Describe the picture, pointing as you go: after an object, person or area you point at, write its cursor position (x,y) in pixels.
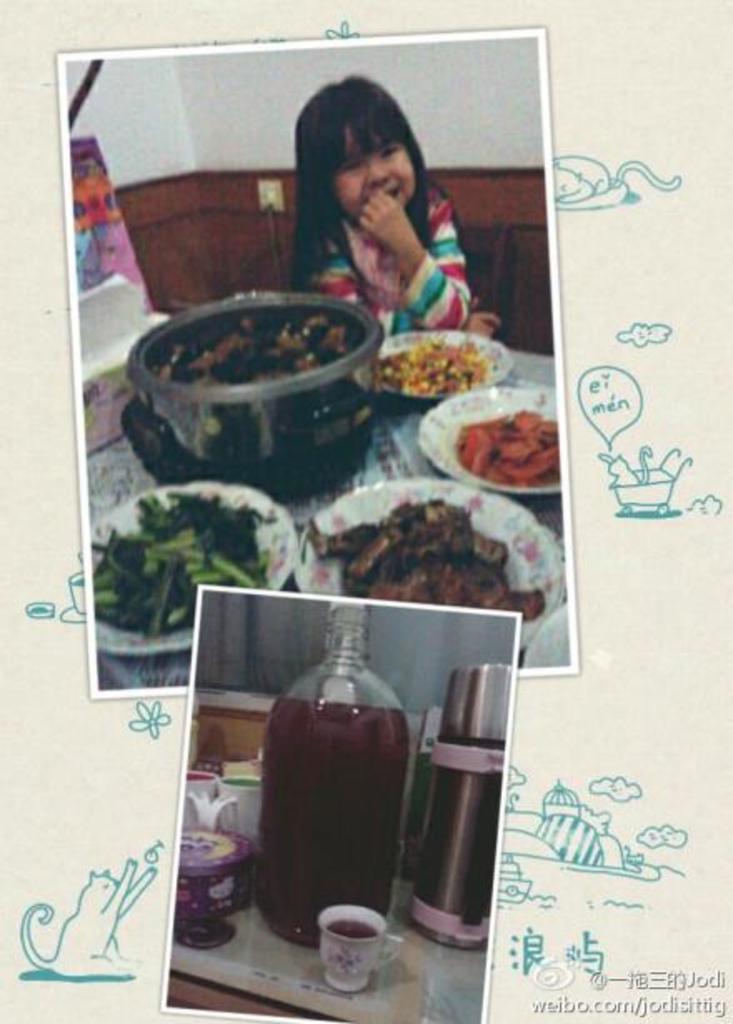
There are two images into collage. Of them one has a girl (385,298) with some dishes (448,347) in bowl (284,372) and plates (475,402) in front of her on a table (482,389). Other has a big glass jar (345,761) with flask (456,877), cup (341,943) and other containers (205,906) around it on the table (267,983).
